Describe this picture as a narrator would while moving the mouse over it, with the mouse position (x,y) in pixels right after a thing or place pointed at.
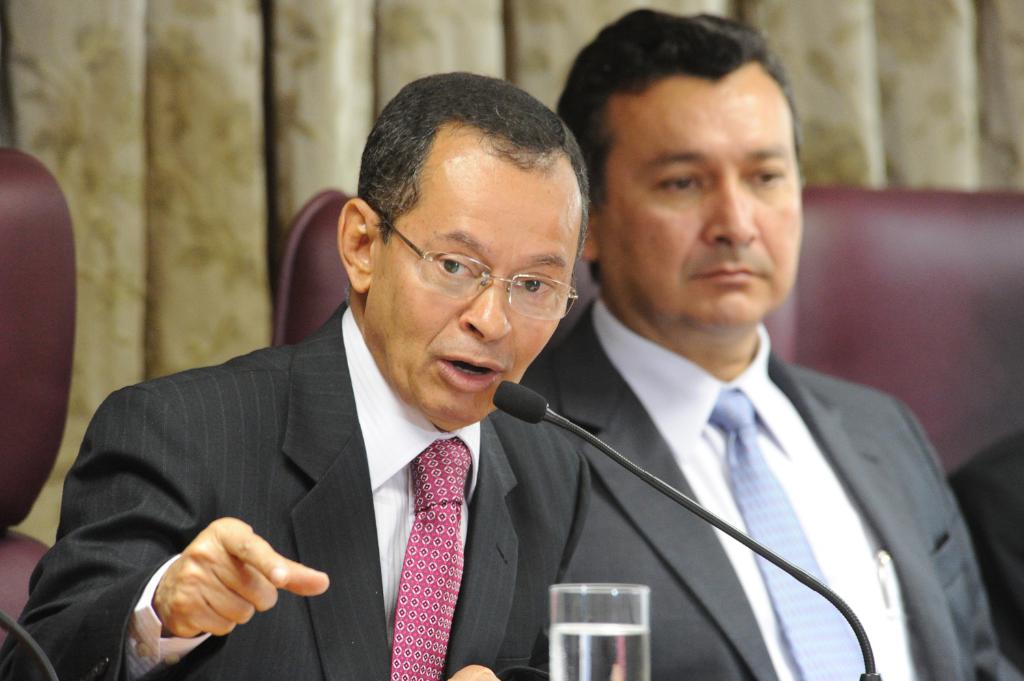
In this image there are people (552,211) sitting on the chairs (891,345). In front of them there is a mic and a water (596,675) in the glass (584,667). Behind them there are curtains (273,53).
